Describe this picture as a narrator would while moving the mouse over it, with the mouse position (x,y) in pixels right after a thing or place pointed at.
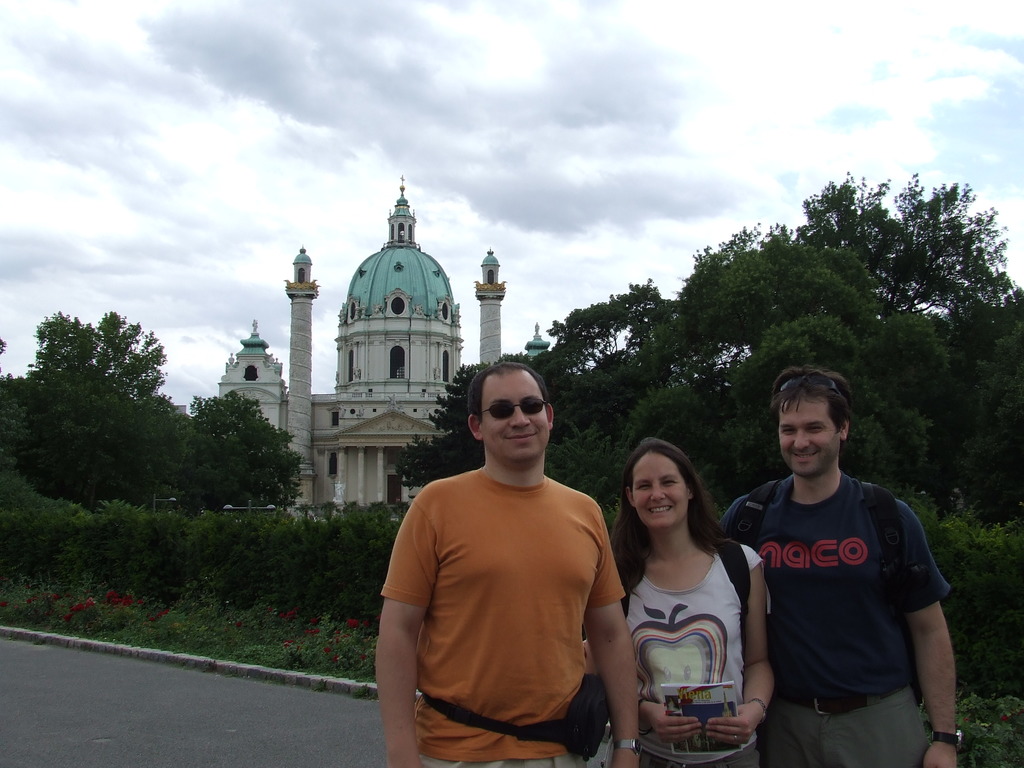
In this image there are three persons (571,559) standing, and in the background (65,507) there are plants (333,566), road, trees (76,489), building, sky (489,124).
